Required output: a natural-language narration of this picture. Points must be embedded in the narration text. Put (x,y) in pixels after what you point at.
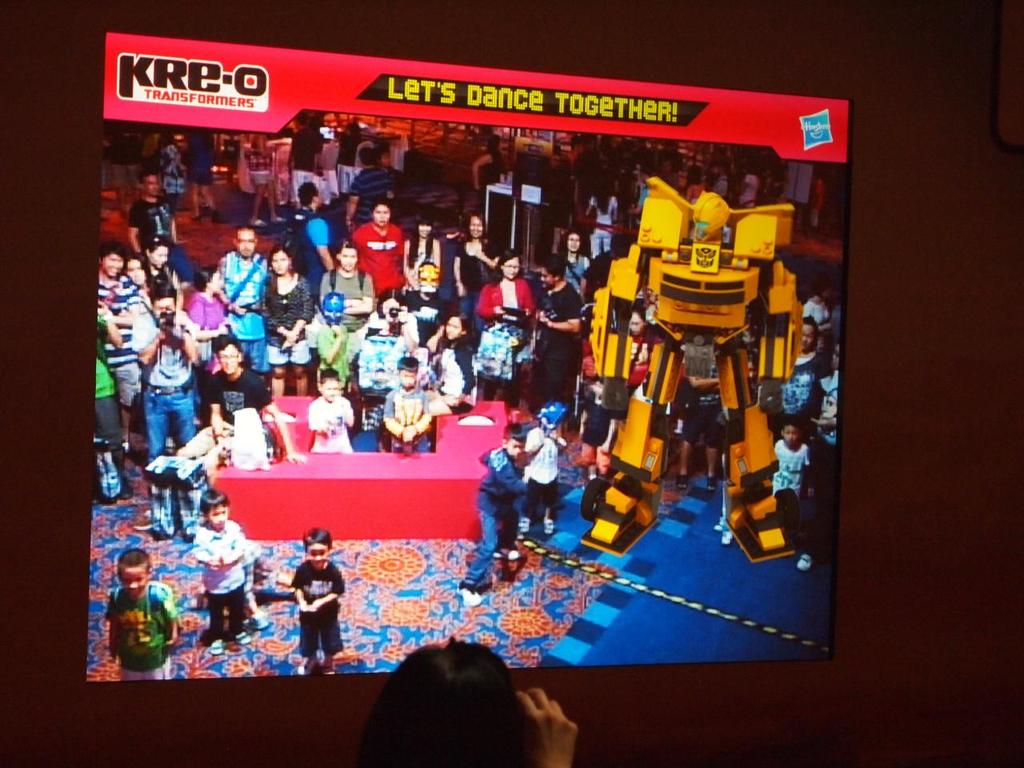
In this picture, we see the screen (636,372) which is displaying the robot (600,489). Beside that, we see people (498,280) and children (399,405) are standing. At the top of the screen (394,62), it is written as "Let's dance together". At the bottom of the picture (447,691), we see the head (447,691) of the person (447,698). In the background (51,355), it is brown in color.
